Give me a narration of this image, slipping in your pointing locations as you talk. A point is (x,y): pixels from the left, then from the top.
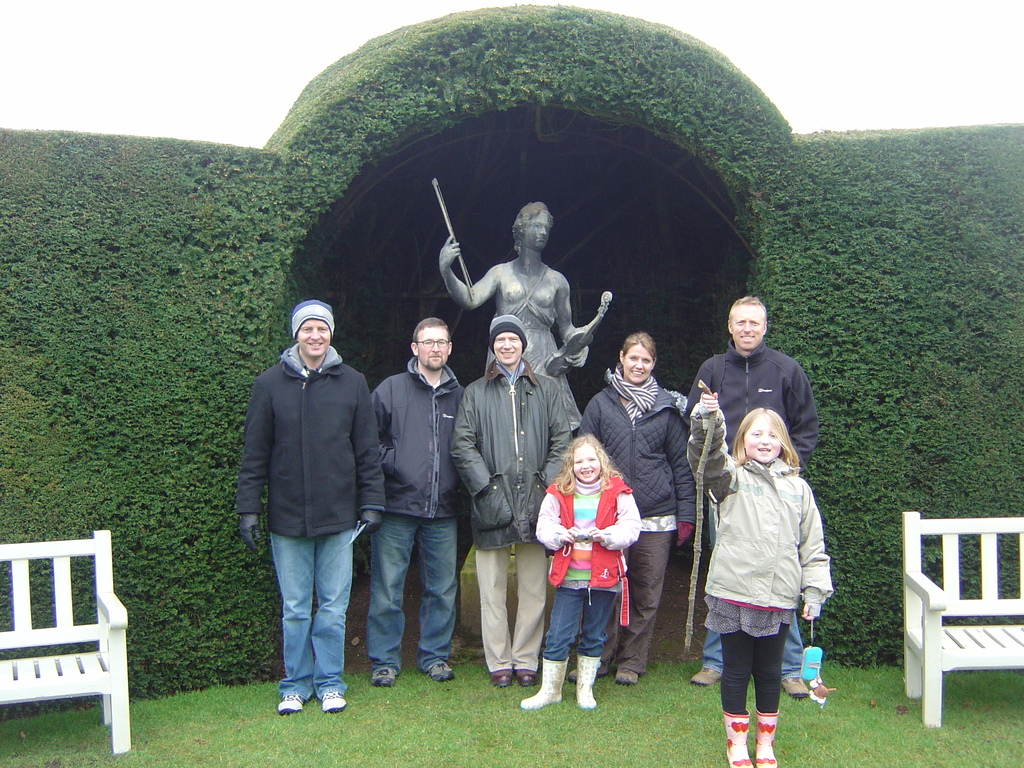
In this image in front (526,542) there are people (531,525). Behind them there is a statue (455,249). Behind the statue (513,227) there is a cave (465,241) with bushes (775,206). Beside them there are benches (29,642). At the bottom of the image (415,742) there is grass (520,736) on the surface (486,745). In the background of the image (243,43) there is sky (165,49).
